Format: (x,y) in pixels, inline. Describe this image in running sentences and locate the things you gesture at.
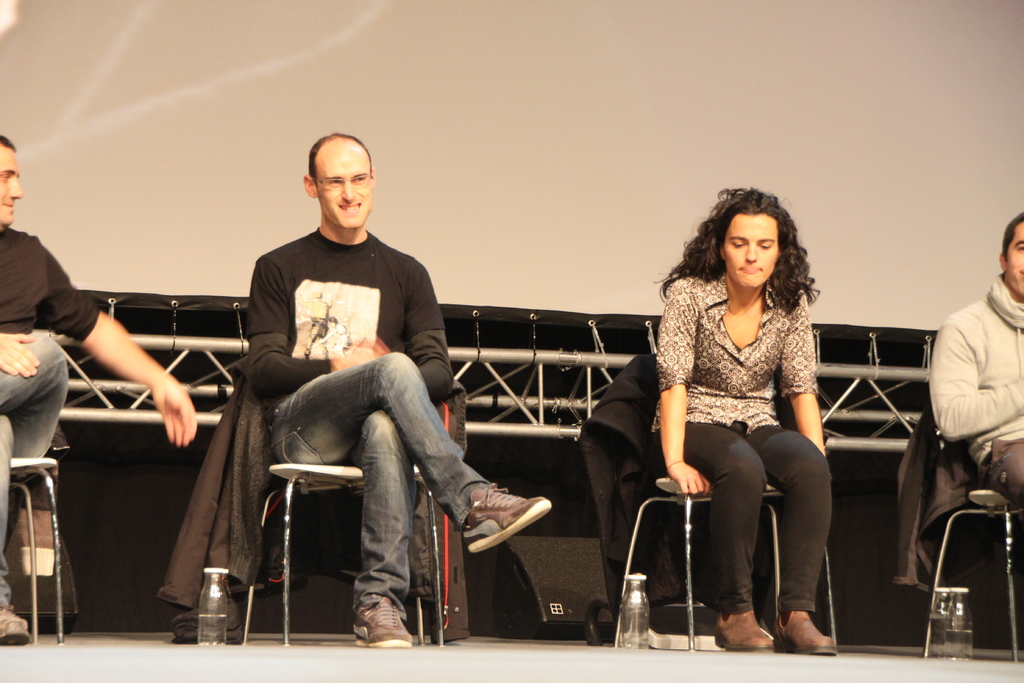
In this picture we can see few people (357,275), they are all sitting, beside them we can see bottles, in the background (637,178) we can see few metal rods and a screen (496,295).
